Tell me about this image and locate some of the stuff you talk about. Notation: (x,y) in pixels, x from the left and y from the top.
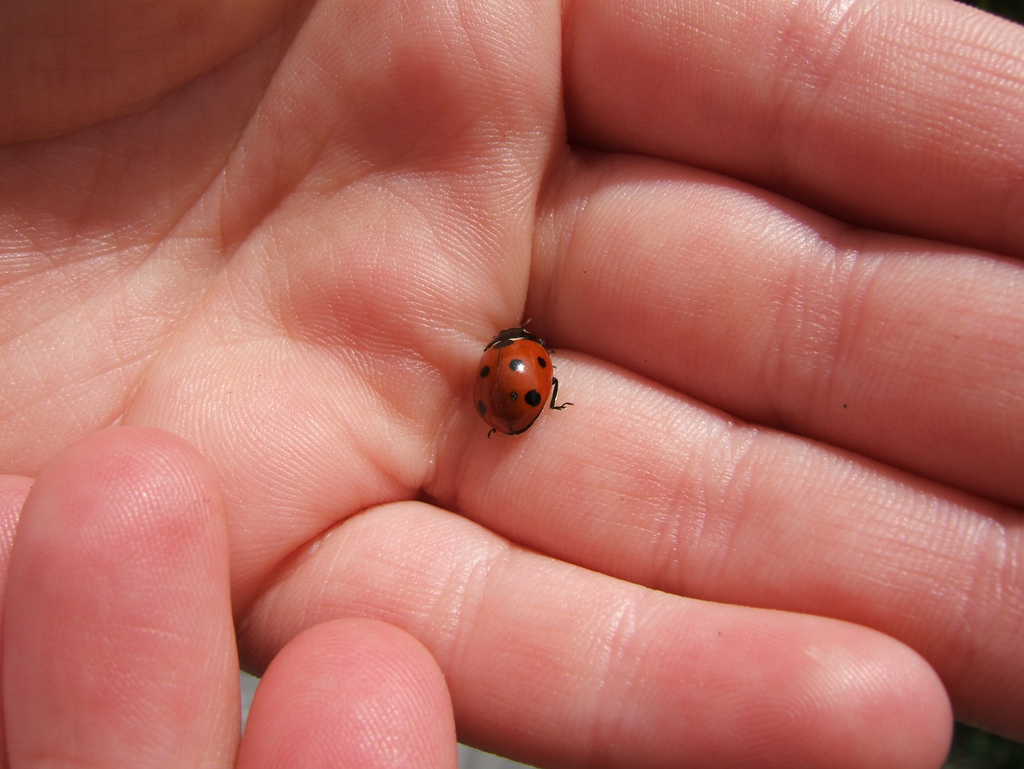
In this image we can see a bug (528,363) in someone's hand (445,305).
